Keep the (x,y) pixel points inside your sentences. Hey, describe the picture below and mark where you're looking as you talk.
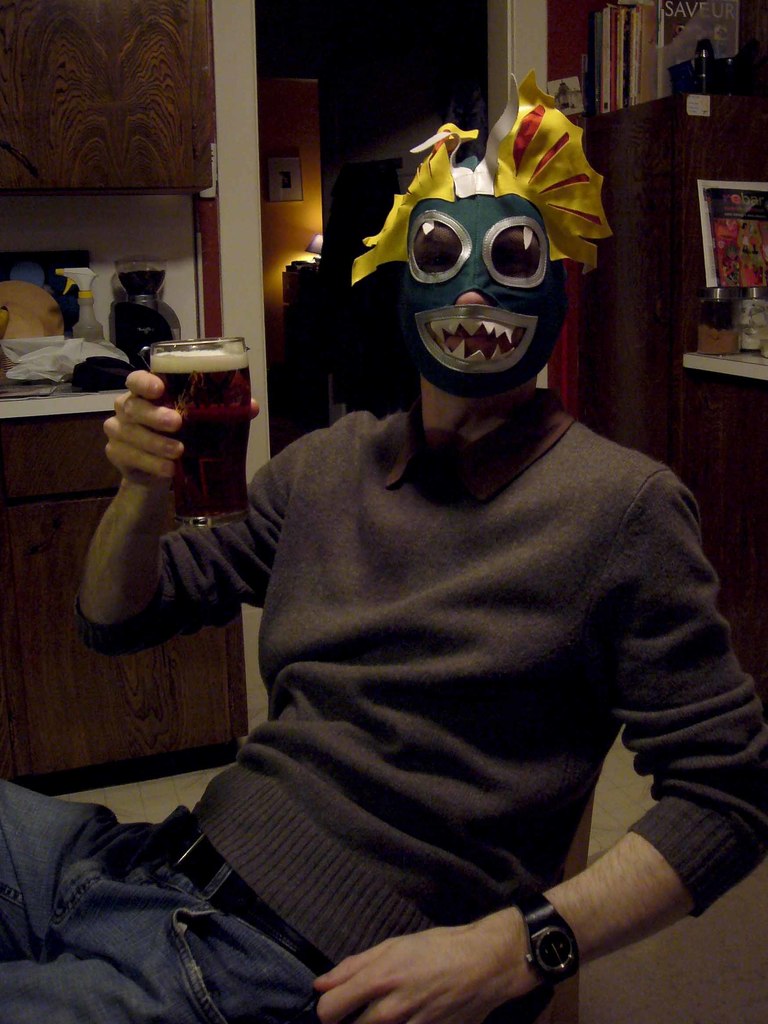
As we can see in the image there is a wall (246,186), door (232,200), a man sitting on chair (570,1023) and there is a table (58,404). On table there is a bottle (87,315).
